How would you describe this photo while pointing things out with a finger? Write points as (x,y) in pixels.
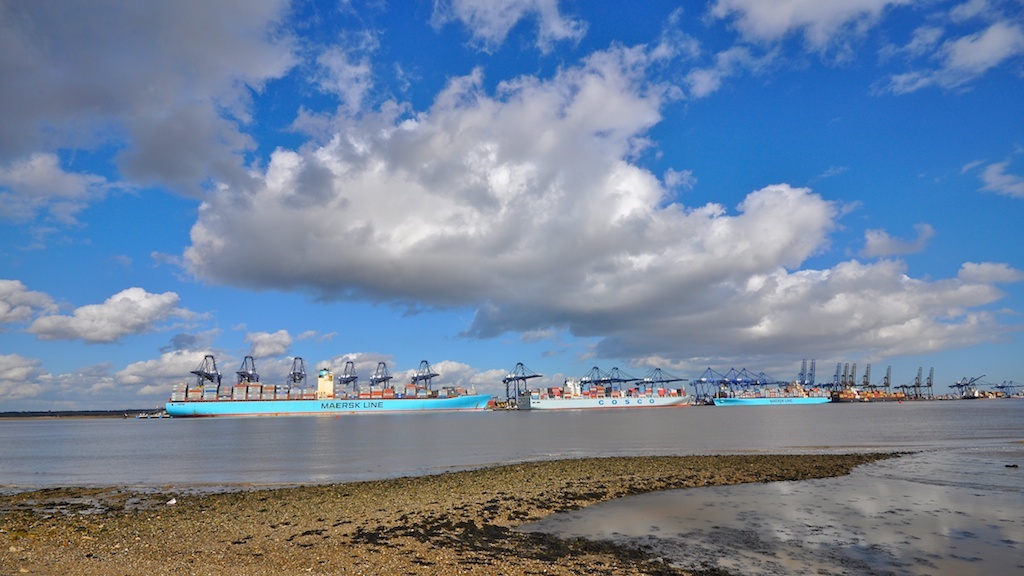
Here in this picture, in the front (322,477) we can see the ground (319,506) is covered with pebbles (353,525) and we can see water (230,439) present all over there and in the far we can see ships (285,411) with containers (384,388) present and we can see clouds (182,336) in the sky (313,306).
